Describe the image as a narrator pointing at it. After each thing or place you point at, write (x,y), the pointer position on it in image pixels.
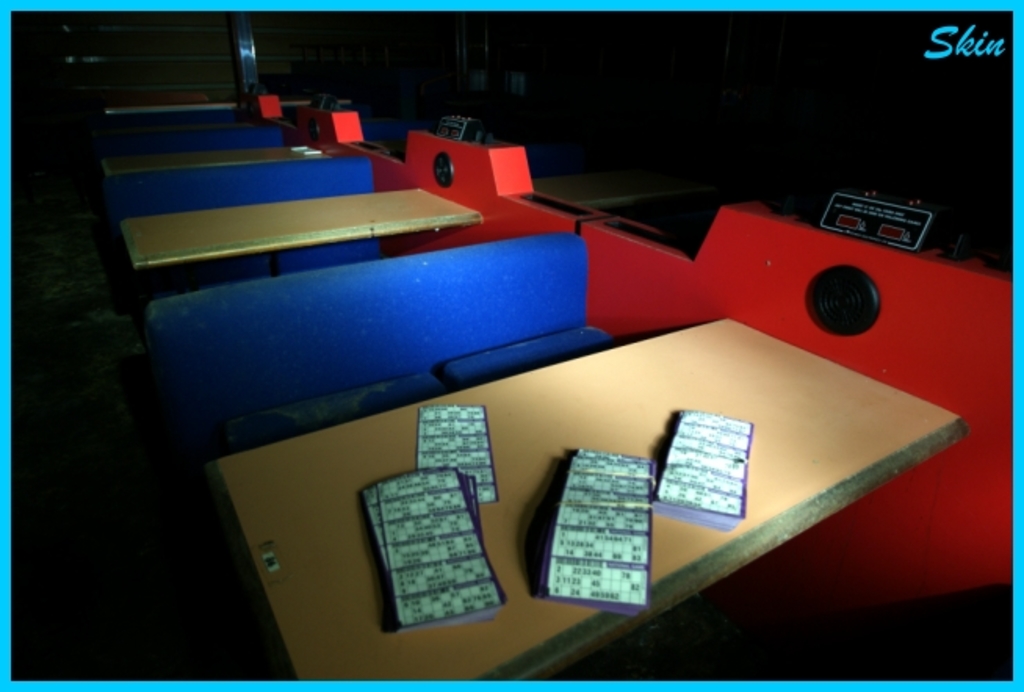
In this image there are Housie game tickets (542,568) on the table (529,465), and in the background (533,288) there are tables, benches (204,339), machines (464,159) and a watermark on the image.
